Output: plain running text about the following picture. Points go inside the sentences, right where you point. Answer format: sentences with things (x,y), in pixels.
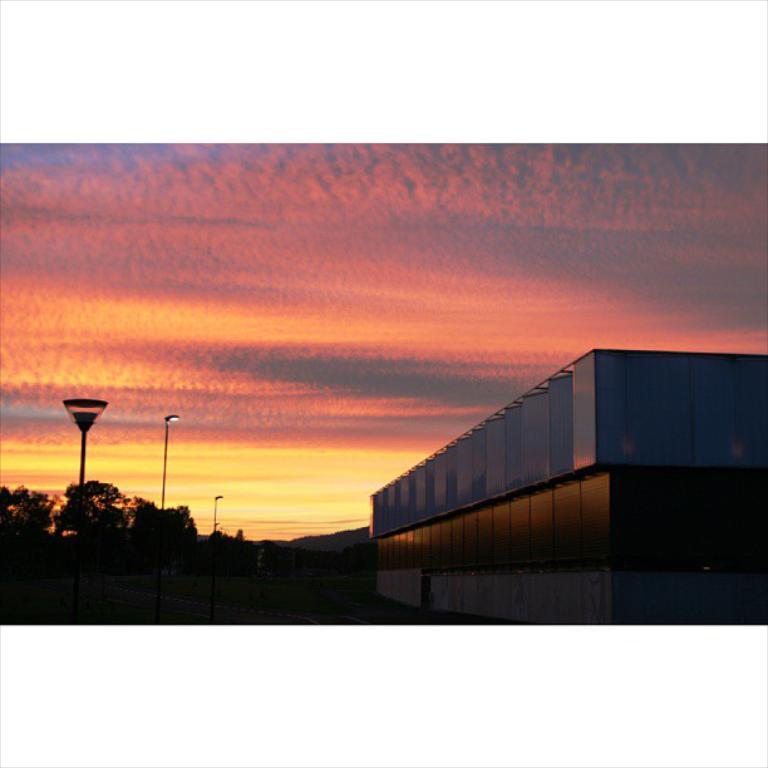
In this image there is a building (514,492). And there are a grass (337,577) and trees (113,557). And in that grass (191,586) there are light poles (78,410). At the top (207,244) there is a sky (320,313).
